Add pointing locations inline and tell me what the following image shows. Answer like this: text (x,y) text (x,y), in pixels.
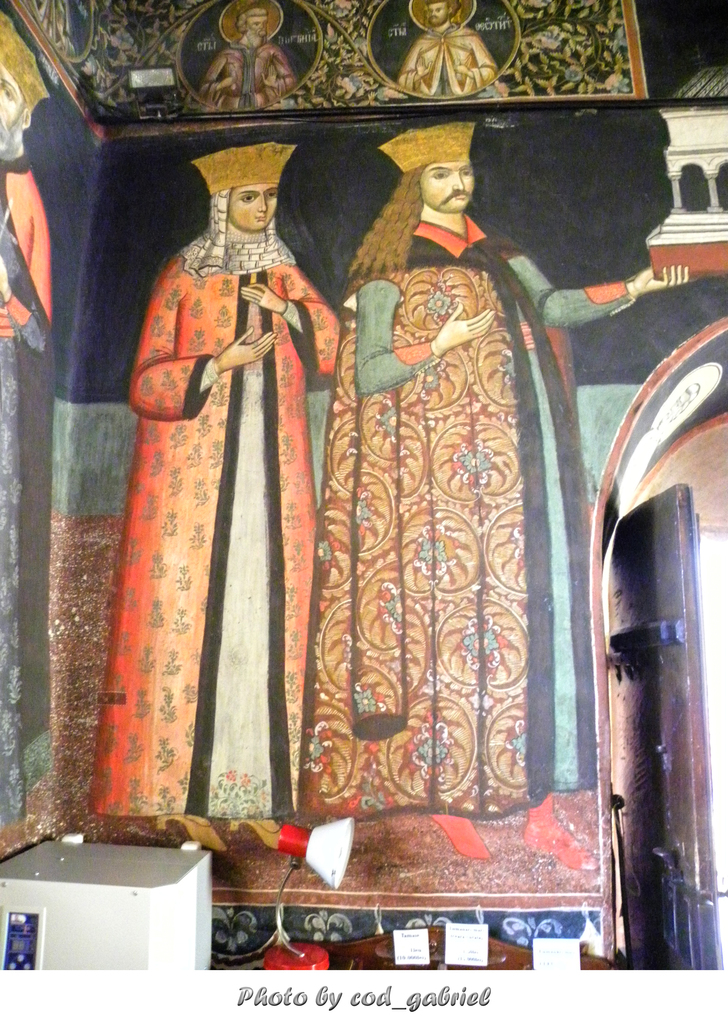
In this image I can see a wall (580,405), on the wall (443,403) I can see two persons (443,403). The person (436,417) at right (493,517) wearing brown dress (462,537) and the person (257,538) at left (214,541) wearing orange and cream color dress (169,541).
